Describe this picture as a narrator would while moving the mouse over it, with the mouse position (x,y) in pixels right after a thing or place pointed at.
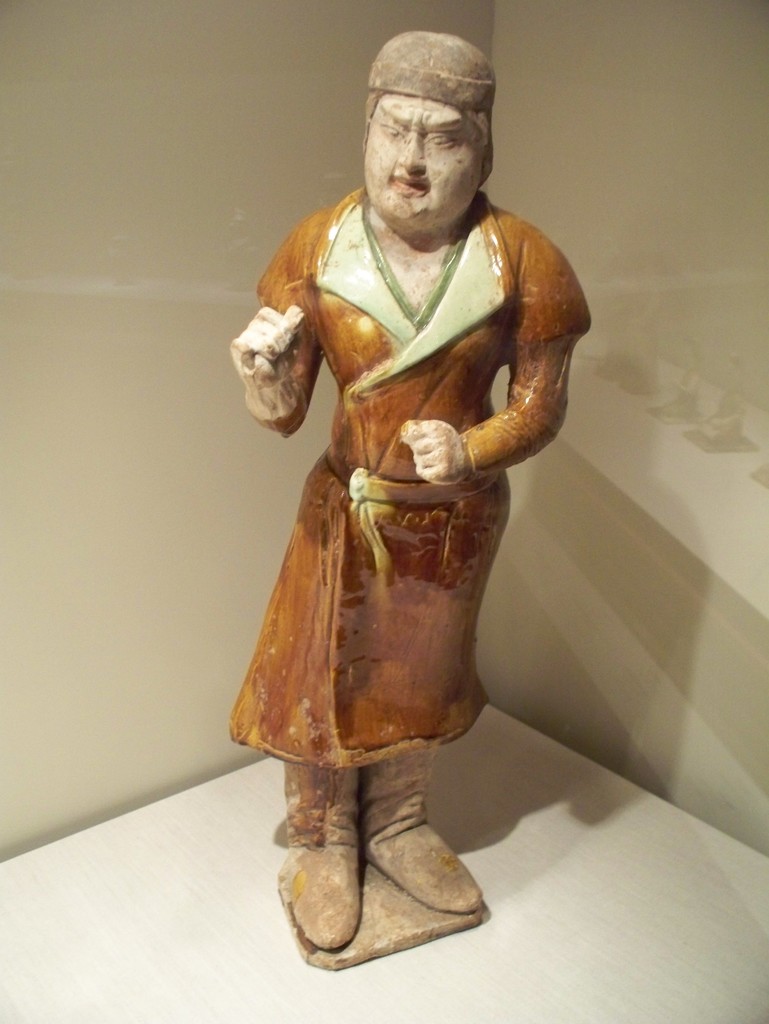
In the foreground (324,661) I can see a person's sculpture (249,682) on the floor (572,859). In the background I can see a wall (687,719). This image is taken may be in a hall (116,722).
